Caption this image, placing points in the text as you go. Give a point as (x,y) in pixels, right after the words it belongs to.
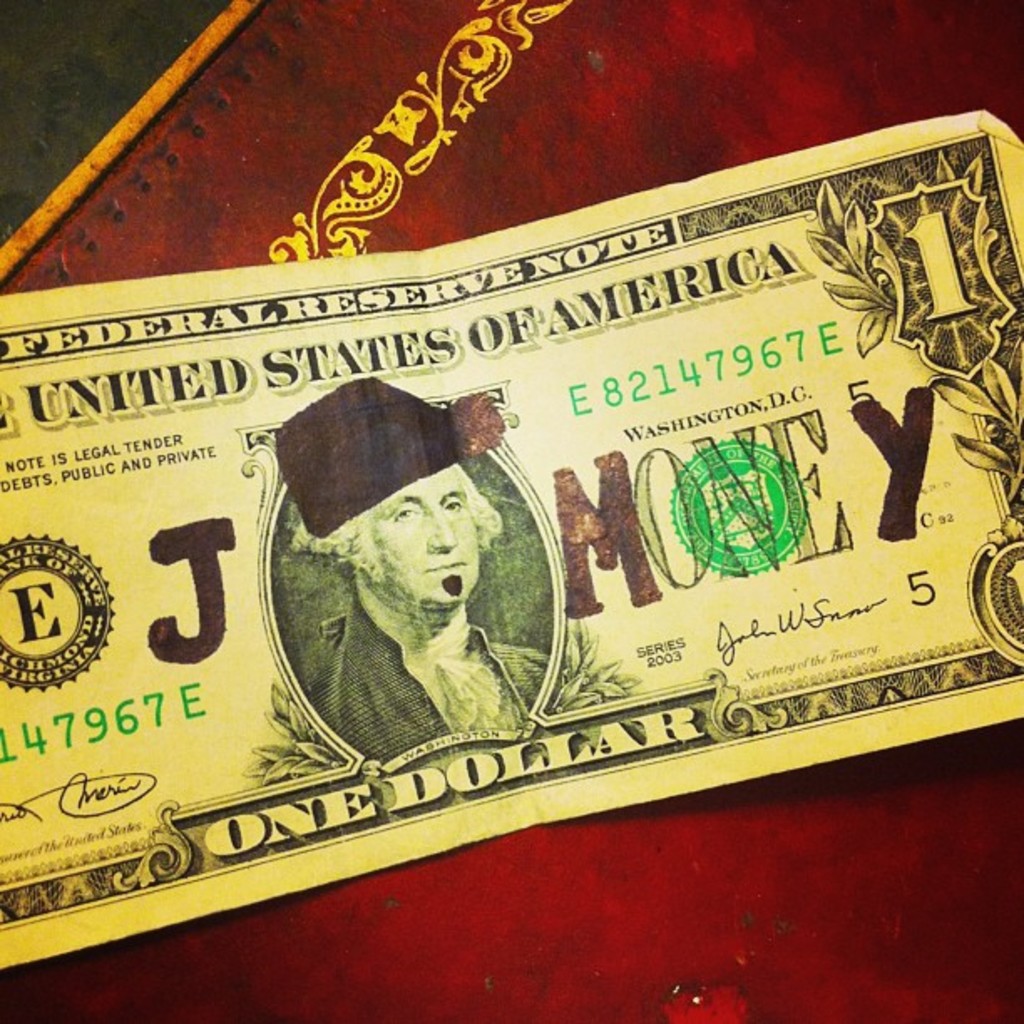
In this image, we can see an american dollar (442,566) on the red surface (607,907). At the top of the image (424,167), we can see design (402,136), black color and wooden object (20,239).
